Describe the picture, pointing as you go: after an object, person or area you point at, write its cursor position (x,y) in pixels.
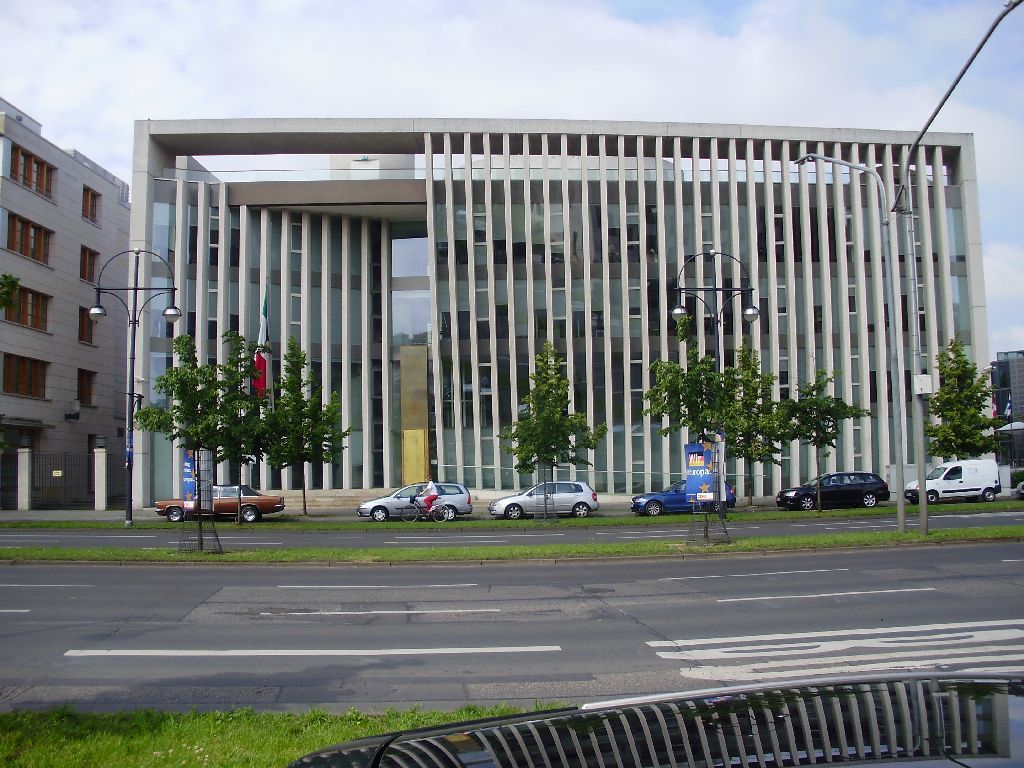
In this image we can see buildings (540,299), there are vehicles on the road (366,577), a person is riding on the bicycle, there are boards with text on it, there are trees (964,443), and the grass (405,559), also we can see the sky (858,68).
